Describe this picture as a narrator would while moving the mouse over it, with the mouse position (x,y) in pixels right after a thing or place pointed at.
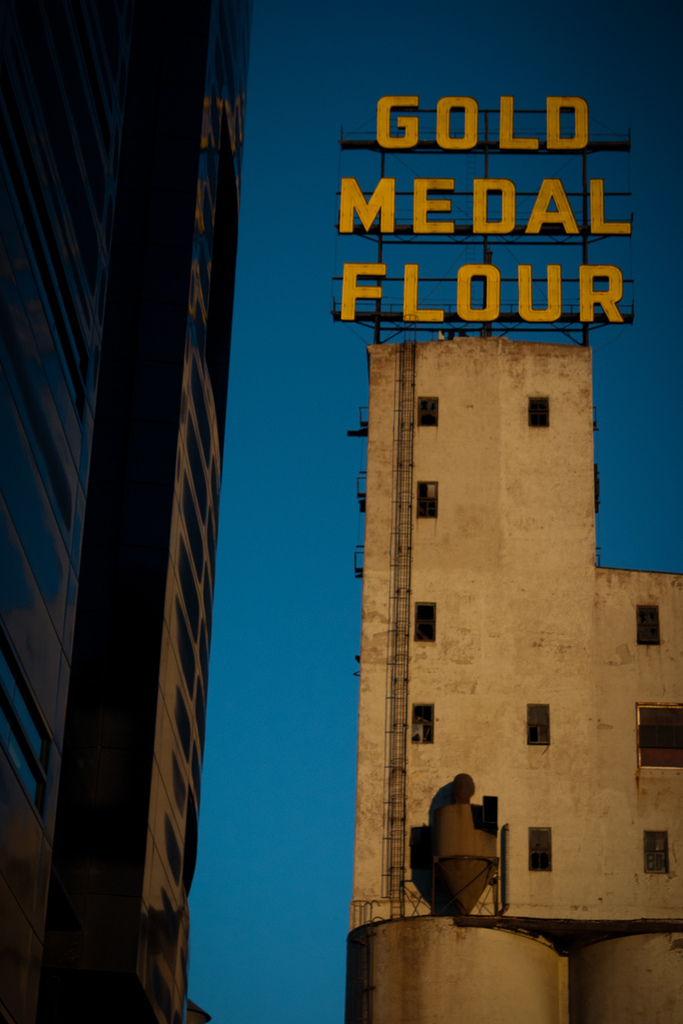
In this image, there are buildings (486,654) and it looks like a chimney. There is a name board (358,296) on top of a building (490,518). In the background (611,538) there is the sky (335,814).
